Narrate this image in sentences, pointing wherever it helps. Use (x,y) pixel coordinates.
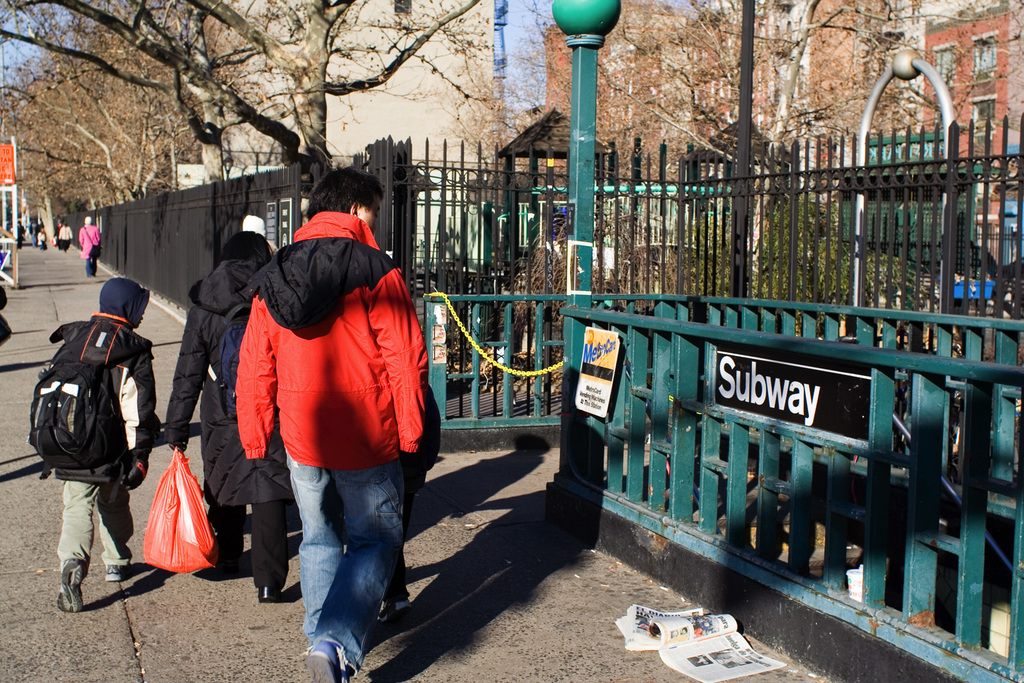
In the picture we can see three people (321,404) are walking on the path (419,511), they are in jackets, and holding bags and beside them we can see a railing (653,394) which is green in color and to it we can see a board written as subway and behind it we can see some dried trees (795,111) and behind it we can see house building (962,48) with windows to it and in the background (81,235) also we can see a path (103,277) with some people (91,253) are walking on it.
